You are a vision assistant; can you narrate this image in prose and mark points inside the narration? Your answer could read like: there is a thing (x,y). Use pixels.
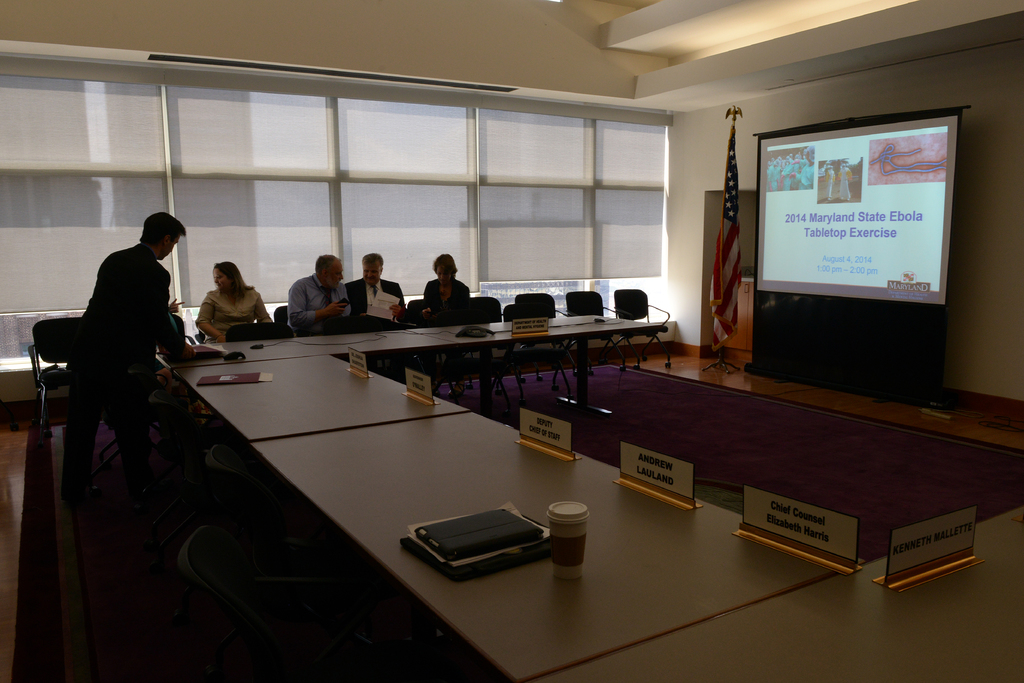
In this image I see few people (78,401) in which most of them are sitting on chairs (231,451) and rest of them are standing, I can also see there are table (244,346) in front of them on which, there are few things (566,519). I can also see a screen (821,196) over here and a flag (724,308).
